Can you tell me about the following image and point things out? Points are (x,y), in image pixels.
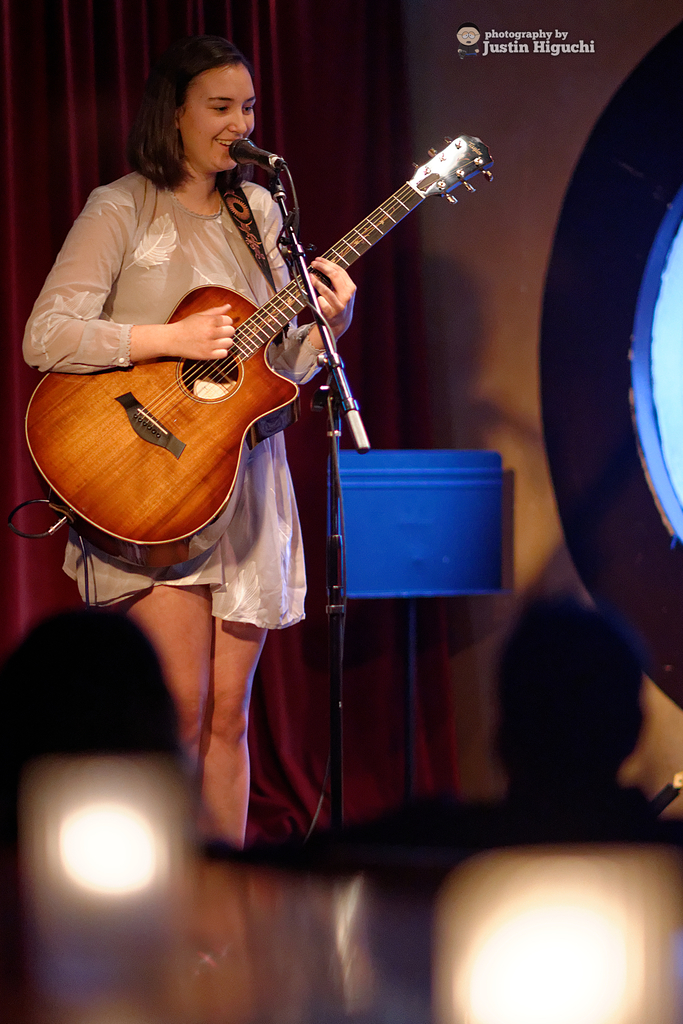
In this image there is a lady person (186,340) wearing white color dress (261,298) playing guitar (169,513) in front of her there is a microphone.
